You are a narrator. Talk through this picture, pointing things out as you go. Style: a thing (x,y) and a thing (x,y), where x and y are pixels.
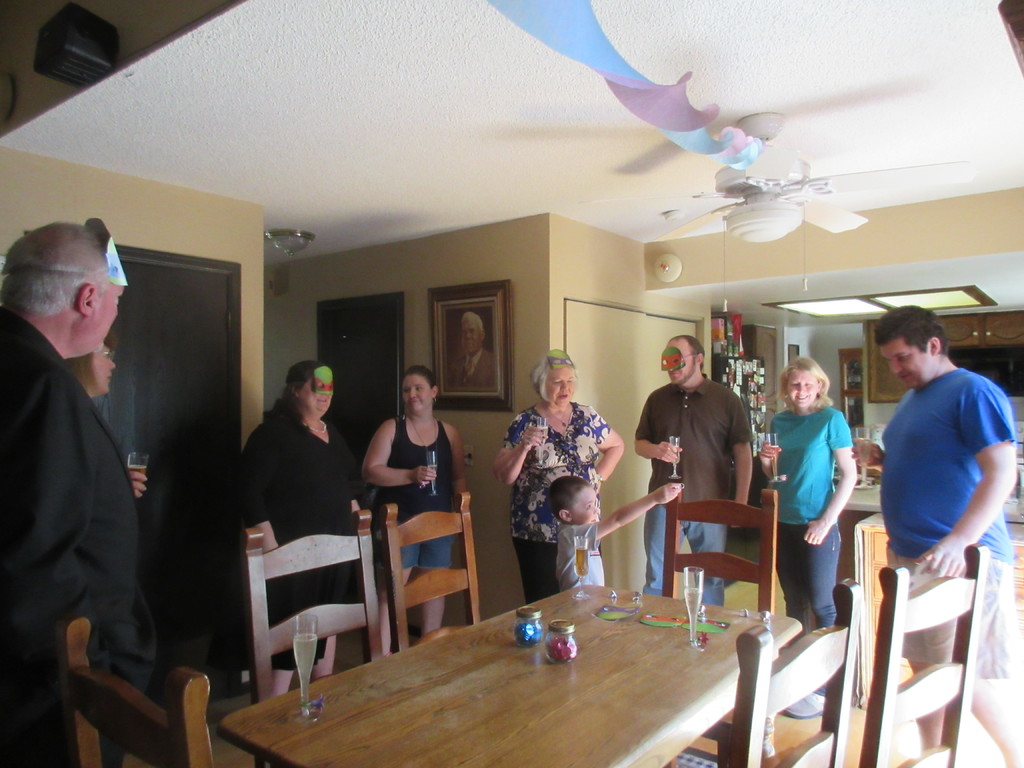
In this image I can see the group of people (555,466) standing. Among them some people (688,465) are holding the glass (869,437). In front of them there is a table (596,686). On that there are some glasses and the containers (526,634). On the top (738,184) there is a fan (818,222). At the back of them there is a frame (478,325) attached to the wall (450,262).
